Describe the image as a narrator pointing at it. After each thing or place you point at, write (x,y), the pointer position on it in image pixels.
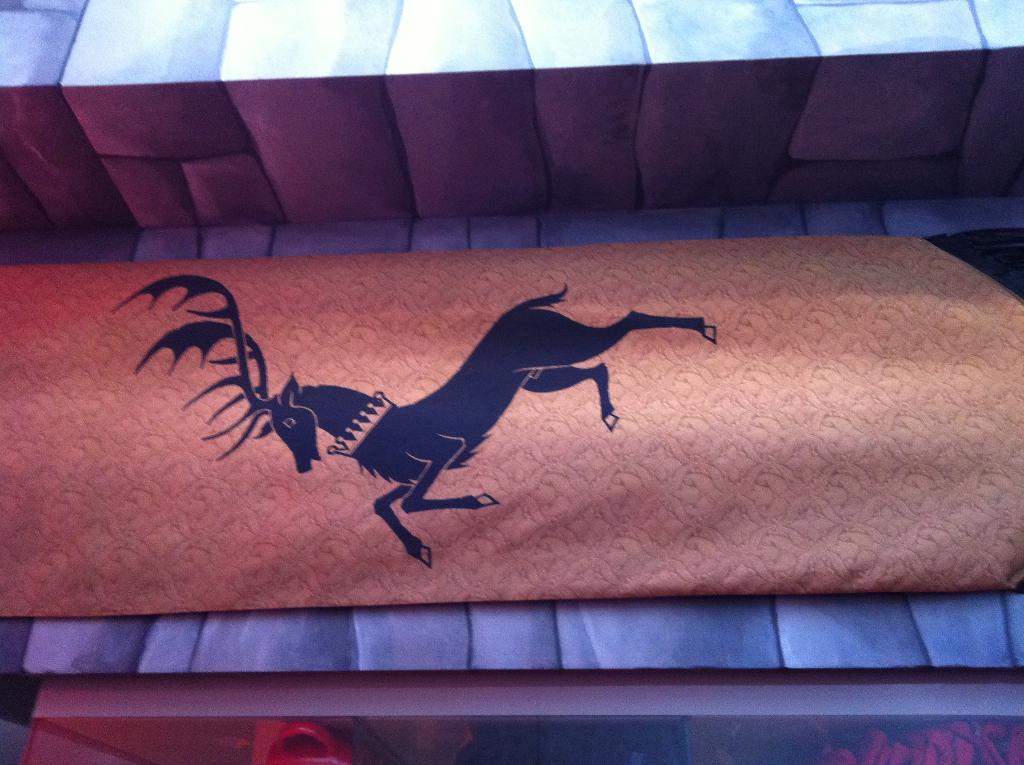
In this image we can see a board (635,403) and a stag picture (442,465) on it. There is a wall (370,107) in the background (721,128).
